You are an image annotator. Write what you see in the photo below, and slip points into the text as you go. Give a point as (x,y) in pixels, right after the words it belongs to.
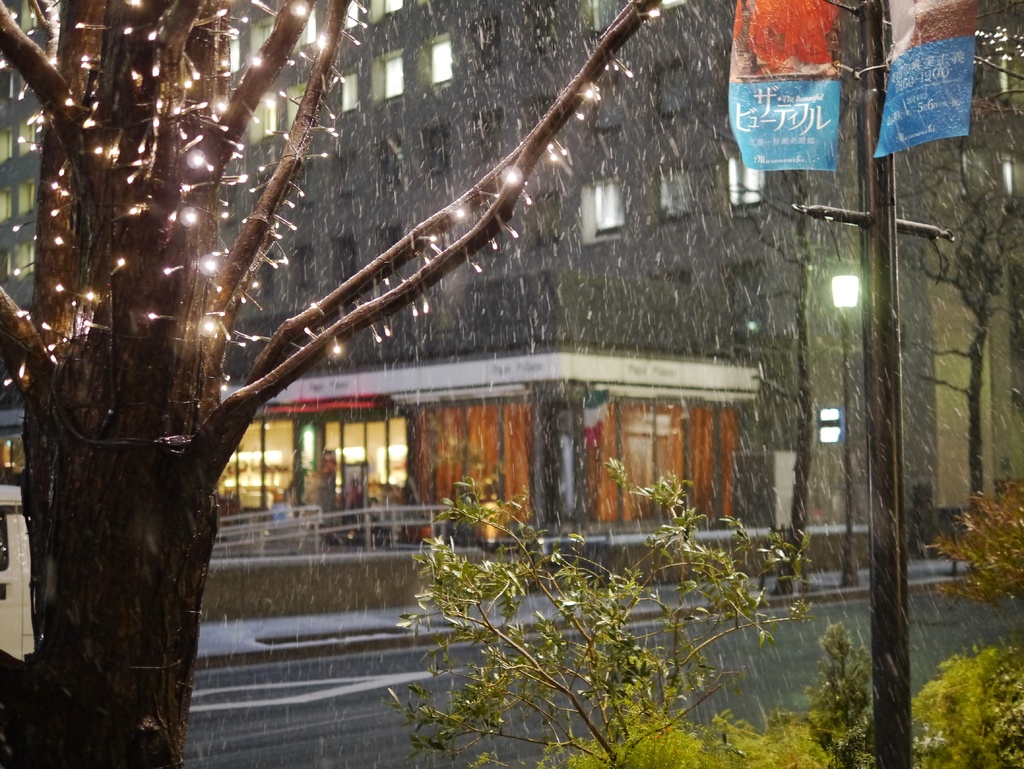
In this image there are lights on the tree (166,612), beside the tree (119,631) there are plants (658,754) and a pole (878,703), in front of that there is a road (327,658) and buildings (668,308).
